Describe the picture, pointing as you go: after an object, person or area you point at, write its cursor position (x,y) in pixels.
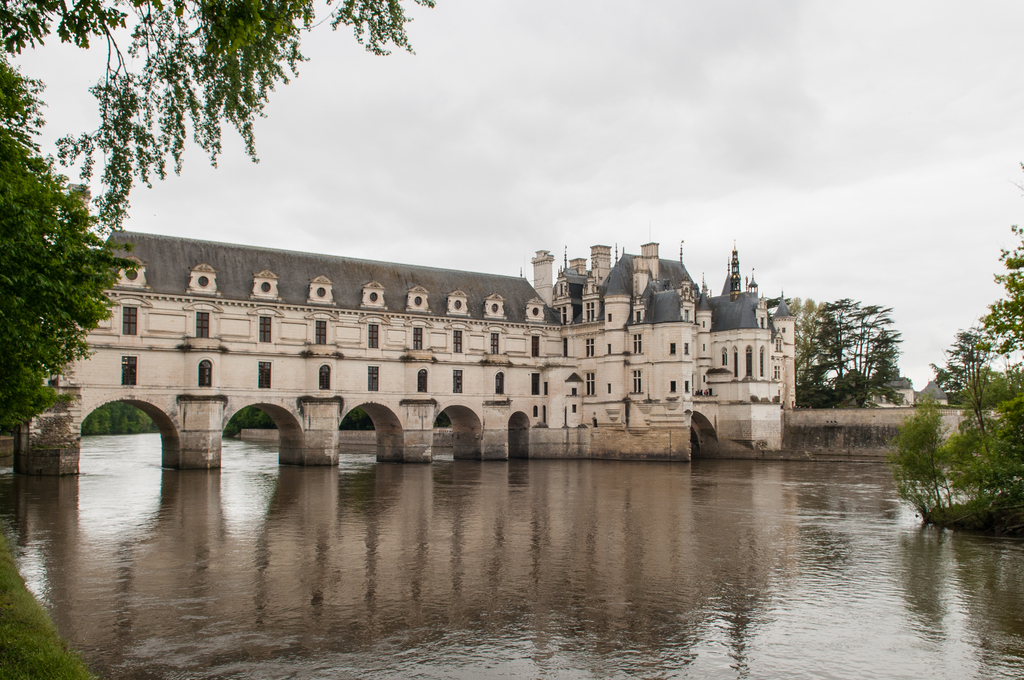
In this image there is a castle (378,319) on the water (357,497). At the bottom (367,596) there is the water (686,543). At the top (511,139) there is the sky (701,91). In the background (836,345) there are trees (39,288).
